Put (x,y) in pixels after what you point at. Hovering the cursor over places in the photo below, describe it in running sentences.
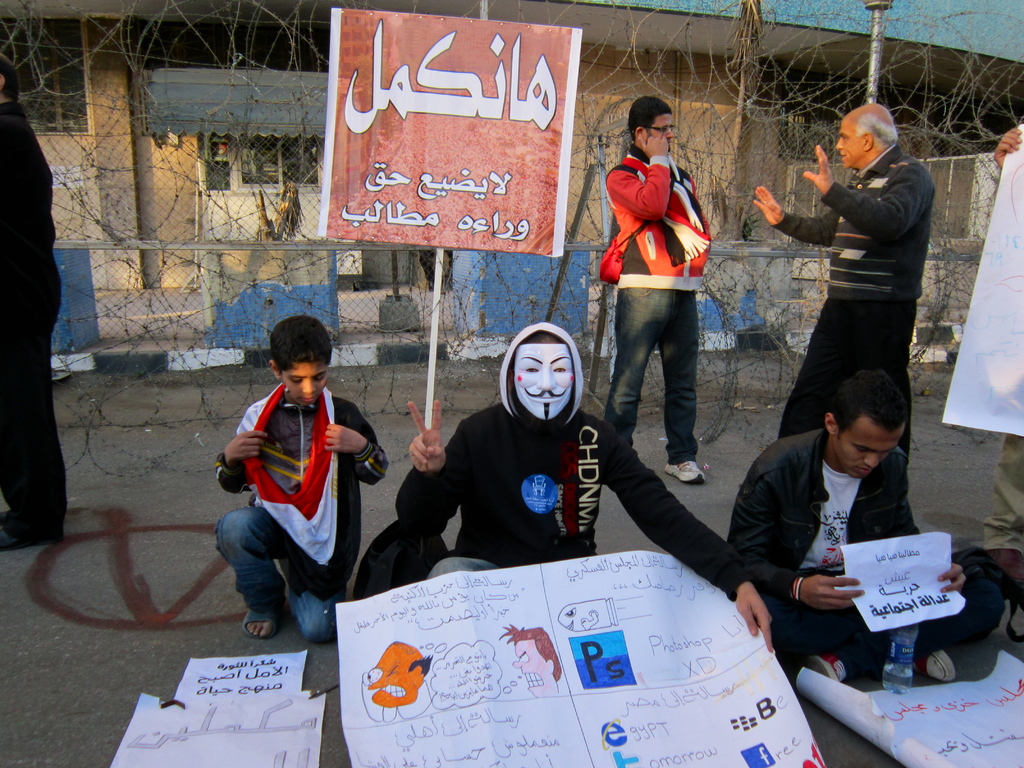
In this picture we can see few persons (528,424) and they are holding posters (660,724). He wore a mask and this is a board (437,191). In the background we can see a building (305,28).
